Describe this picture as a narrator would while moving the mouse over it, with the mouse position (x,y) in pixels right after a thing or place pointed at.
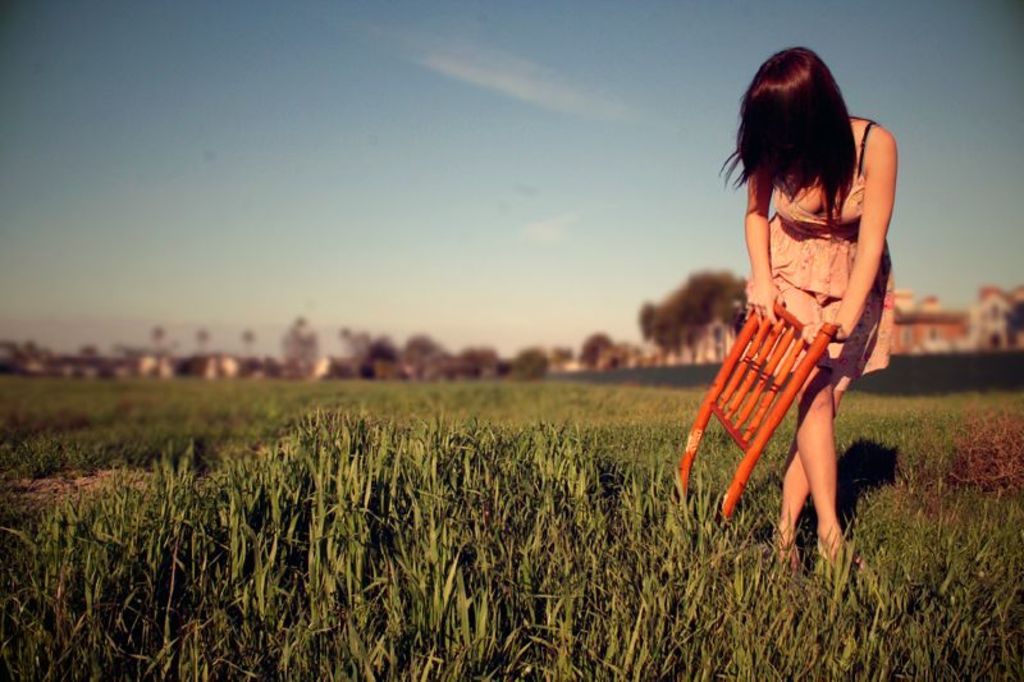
In this picture we can see a woman (857,217) holding an object (775,407) in her hand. In the background (912,313), we can see a group of trees (677,333), buildings (990,323) and the sky (425,294).
